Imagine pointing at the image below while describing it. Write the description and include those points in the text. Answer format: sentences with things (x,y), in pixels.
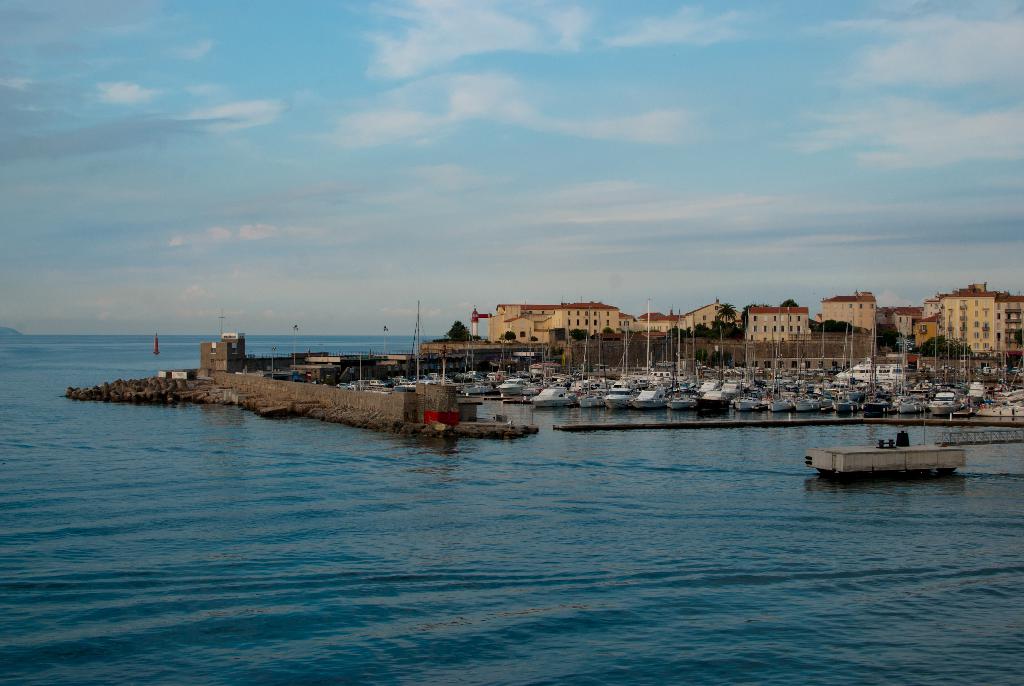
In the image in the center (673,409) we can see many boats (481,390) on water (787,443), wall (245,387), poles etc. In the background (349,232) we can see sky (267,254), clouds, buildings (516,326), wall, windows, roof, trees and water (50,397).
